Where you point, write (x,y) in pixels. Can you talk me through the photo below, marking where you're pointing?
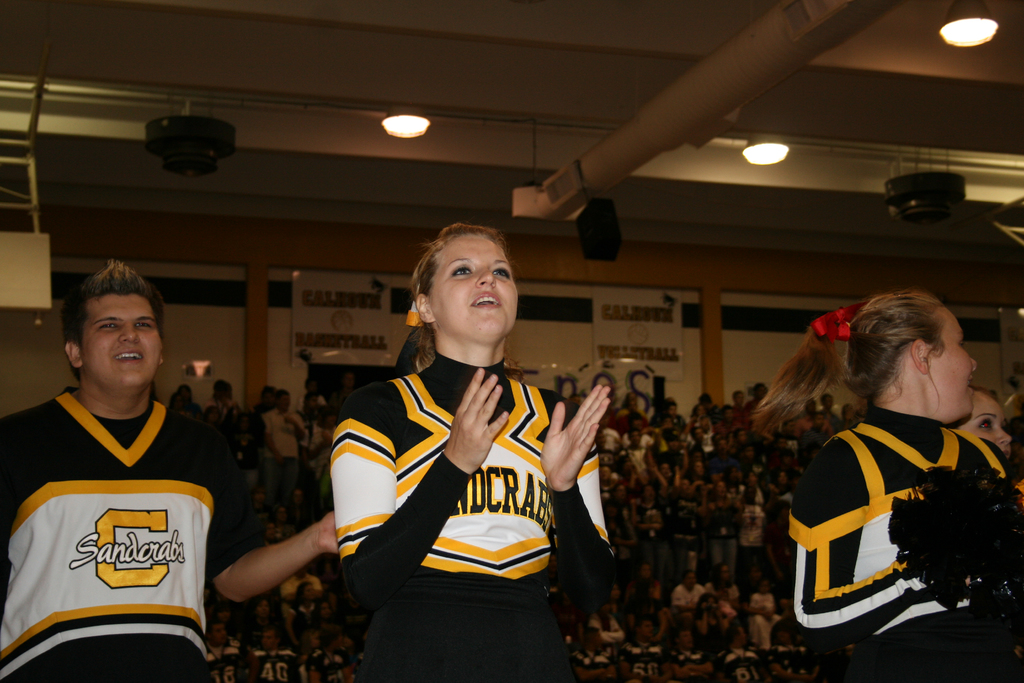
Here we can see three persons (570,454). In the background (297,593) we can see lights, boards (634,329), wall (569,347), and crowd (779,560).
